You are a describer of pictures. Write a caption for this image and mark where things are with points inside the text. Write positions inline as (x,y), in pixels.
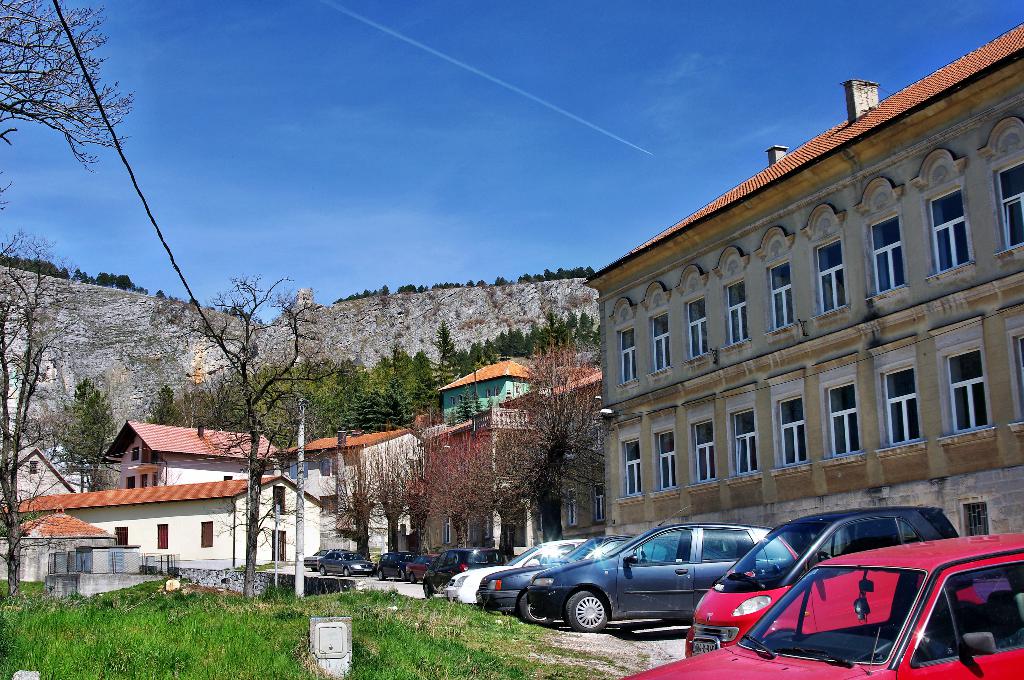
This picture is clicked outside. On the left (193,638) we can see the green grass (208,631), trees (268,389) and houses (186,477). On the right (807,611) we can see the cars (475,554) are parked on the ground (663,641) and we can see a building (872,221). In the background (693,103) there is a sky (224,175), cable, tree (535,331) and the hills (62,336).
